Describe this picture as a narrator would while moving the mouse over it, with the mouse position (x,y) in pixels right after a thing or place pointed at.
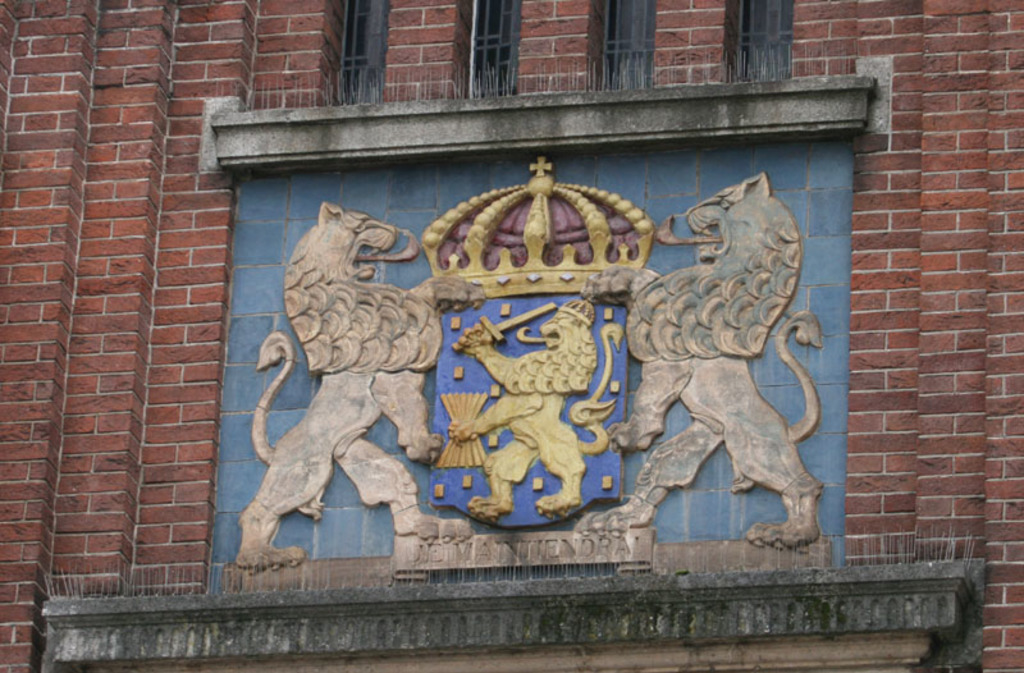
In this picture we can see a brick wall (198,101), we can see a carved design (605,275) in the middle (589,311).
